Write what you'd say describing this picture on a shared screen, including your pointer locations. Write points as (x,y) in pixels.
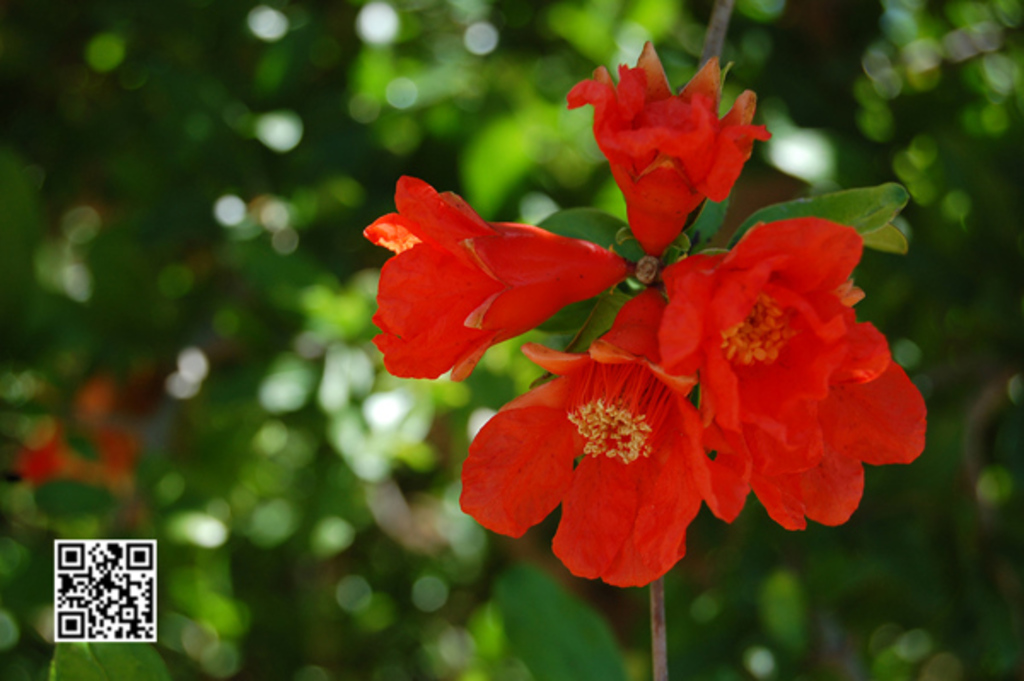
This image is taken outdoors. In the background (385,599) there are a few trees (920,368) with green leaves (275,363). In the middle of the image (608,381) there are a few flowers (568,373) which are red in color. On the left side of the image (103,579) there is a scan code (95,603) in the image.
